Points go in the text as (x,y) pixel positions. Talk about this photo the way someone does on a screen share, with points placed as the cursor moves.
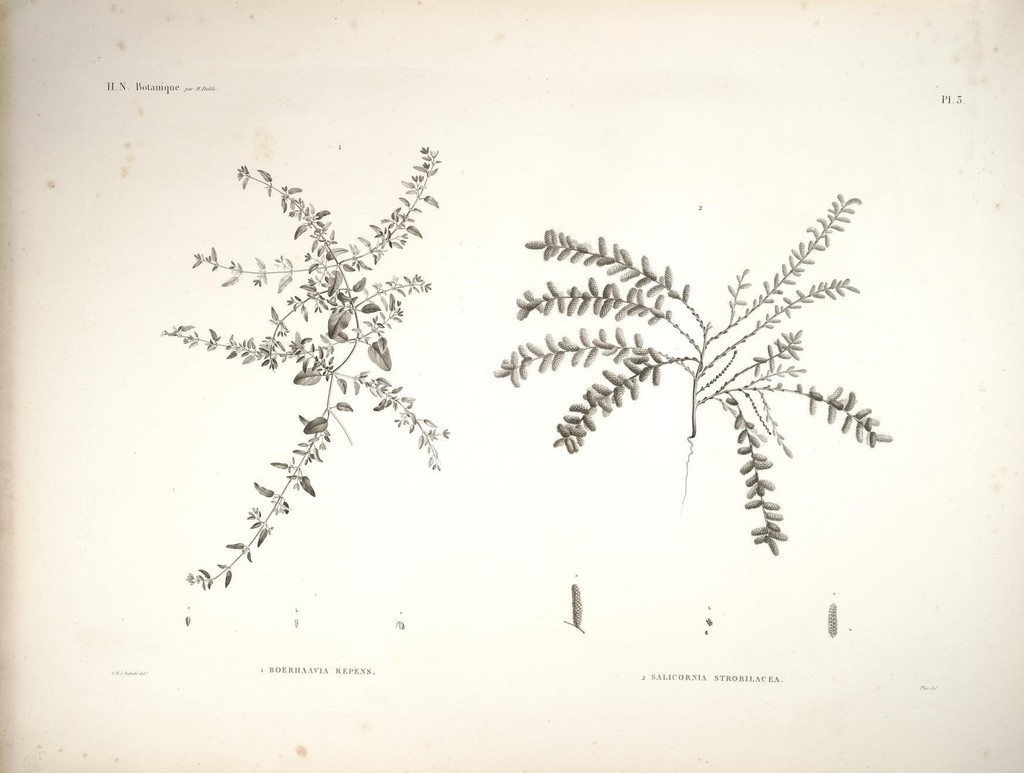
There are two pictures (323,420) of a plant (424,425) on the paper (143,579) and at the top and bottom there are texts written on it.
